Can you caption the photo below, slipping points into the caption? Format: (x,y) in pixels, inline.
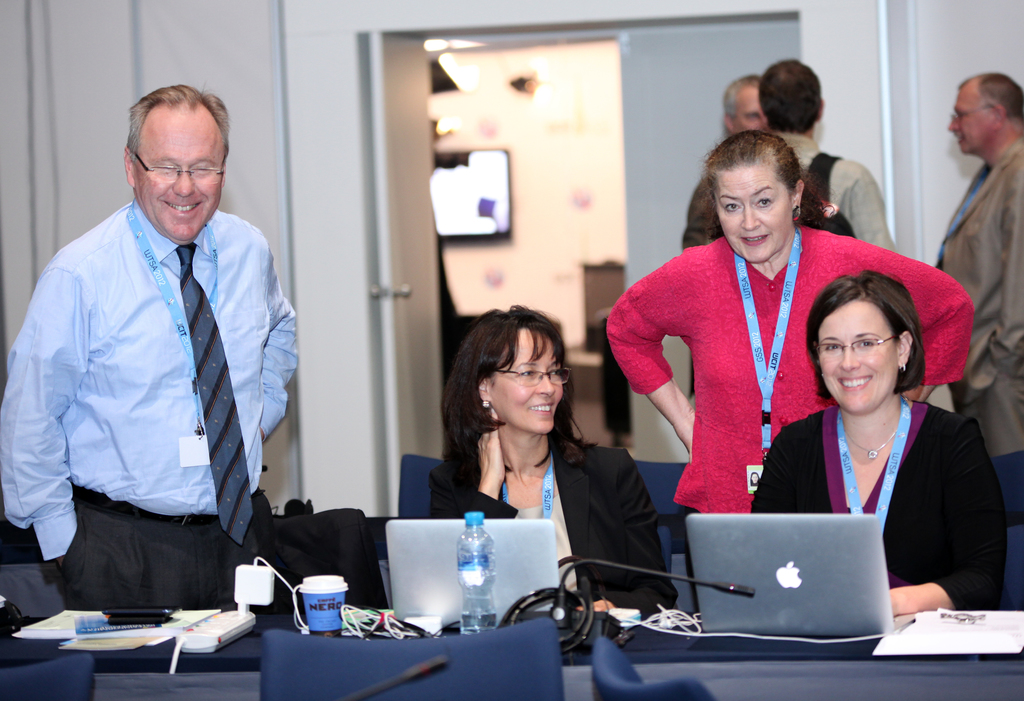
This 2 women (883,395) are sitting on chair (1011,540). On this table (161,665) there are books (157,631), mobile (156,609), cup (311,603), laptop (430,599), mic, bottle (488,592) and cables (647,625). This persons (645,365) are standing. This 4 persons (619,468) wore an ID card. On wall (573,205) there is a television (478,186).
